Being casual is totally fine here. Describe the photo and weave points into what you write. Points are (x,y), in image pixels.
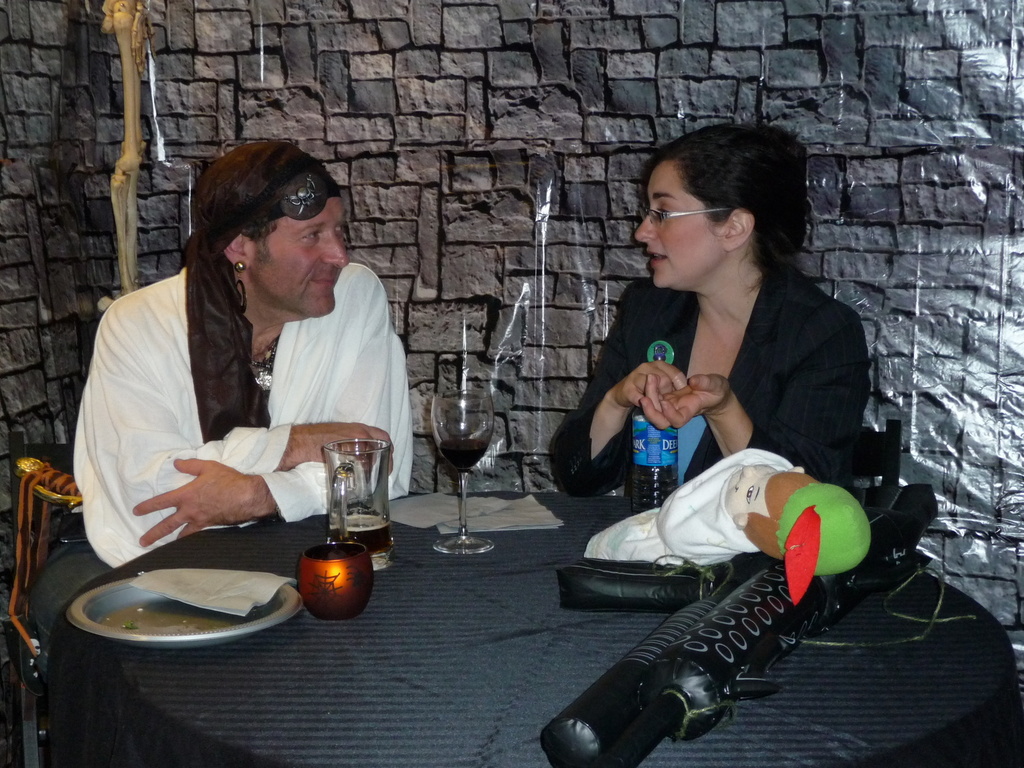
Here we can see a two persons (297,221) are sitting on the chair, and in front (716,501) here is the table (396,575) and glasses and some objects (494,527) on it, and at back (788,50) here is the wall (785,90) made of bricks (800,66).
